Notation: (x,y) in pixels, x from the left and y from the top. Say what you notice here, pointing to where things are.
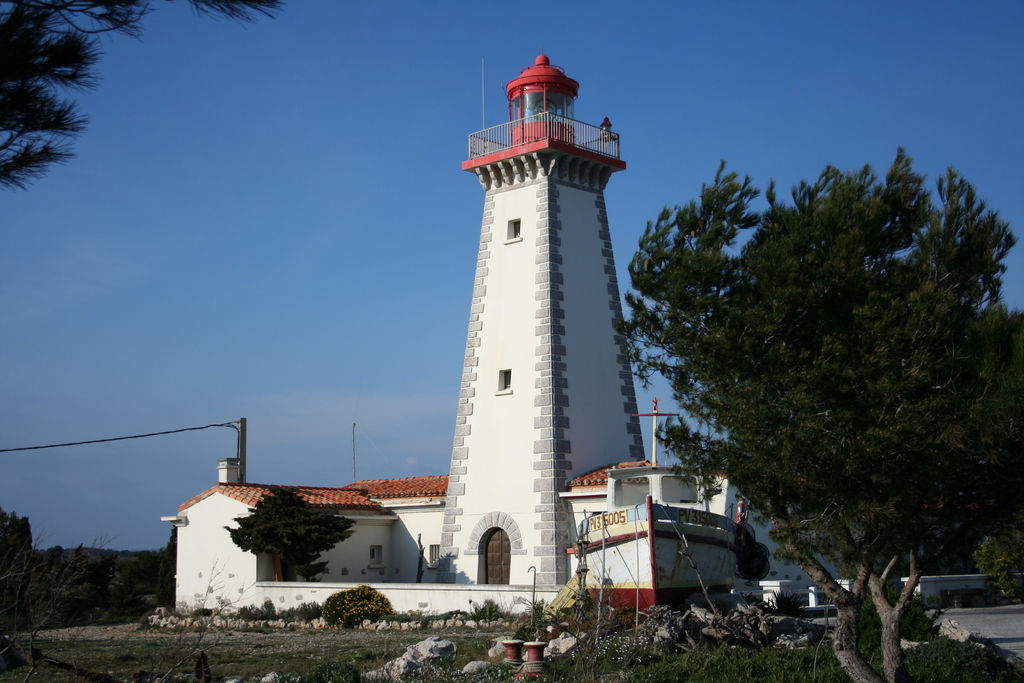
In the foreground of this image (811,499), there is a tree (886,462) on the right (824,477) and in the middle (494,293), there is a light house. We can also see cables (173,433) on the left (27,446) and few leaves (62,74) in the left top corner (77,56). At the top (596,20), there is the sky (681,53).
